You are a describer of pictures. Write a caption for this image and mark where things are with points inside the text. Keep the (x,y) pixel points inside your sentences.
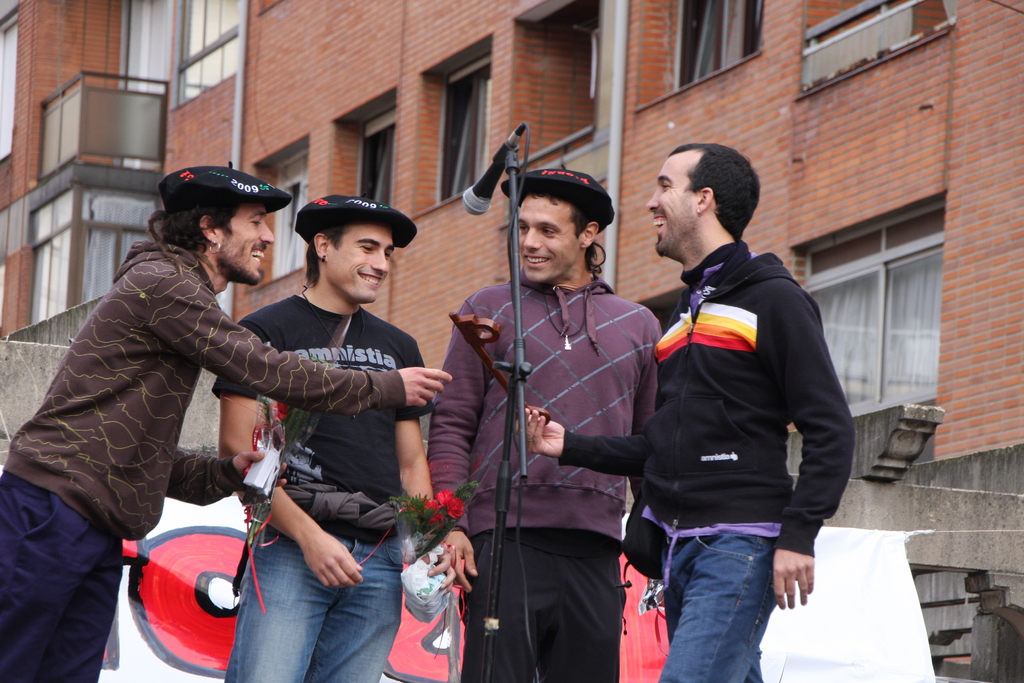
In this image, we can see people (295,378) standing and some are wearing caps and some are holding bouquets (263,411) and some other objects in their hands (414,375). In the background (375,120), there is a building (789,187) and we can see a banner (873,605), a mic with a stand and another object (991,643).
